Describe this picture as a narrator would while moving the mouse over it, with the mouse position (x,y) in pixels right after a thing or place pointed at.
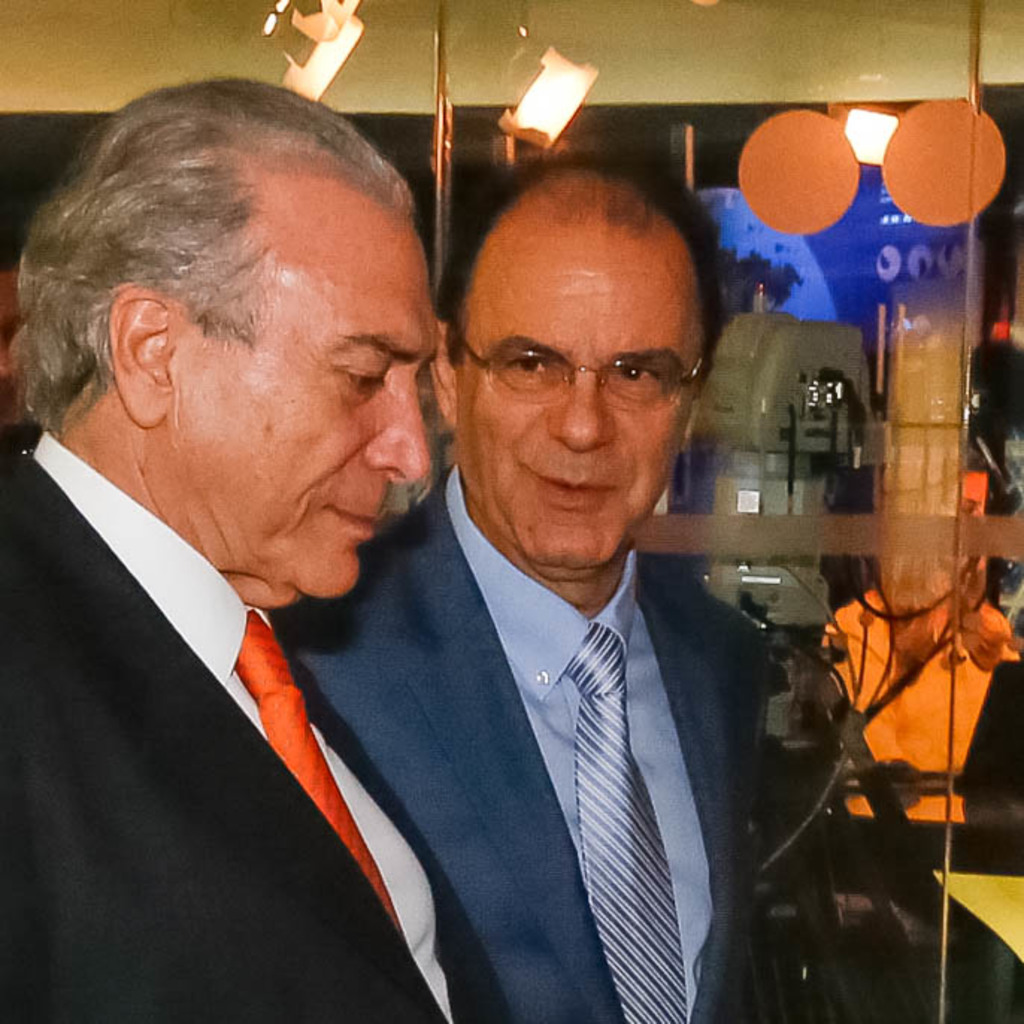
In this picture I can see there are two men (483,665) standing here and they are talking. They are wearing blazers (436,811) and in the backdrop (629,74) I can see there is a glass (805,650). There are lights (334,0) attached to the ceiling (820,92).
